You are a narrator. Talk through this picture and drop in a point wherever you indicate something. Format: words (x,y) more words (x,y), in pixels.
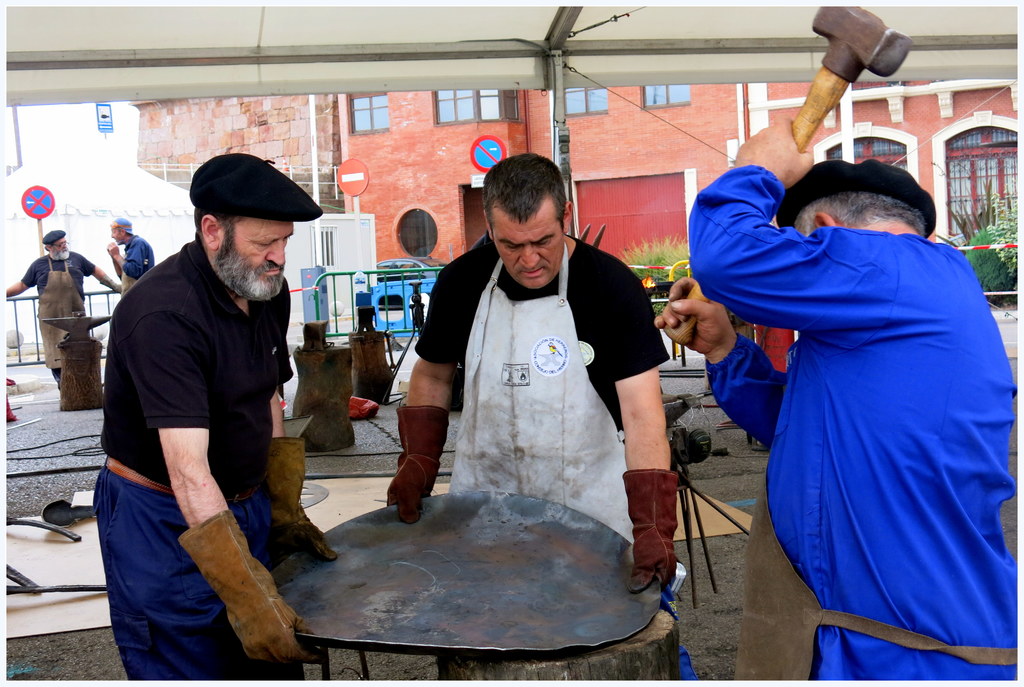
In this picture on the right side (939,281), we can see a man (920,335) wearing a blue color shirt (902,354) and he is also holding hammer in his hands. In the middle of the image (602,458), we can see two people (520,480) are standing and they are also holding metal plate (445,592) on their hands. On the left side (60,246), we can also see two people (130,255) are standing on the floor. In the background (411,250), we can also see a car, plants (971,252), flowers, buildings (507,124), glass window (516,107), hoardings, at the bottom (52,581), we can see some pillars (373,368), mat (52,568), electric wires (99,454).
